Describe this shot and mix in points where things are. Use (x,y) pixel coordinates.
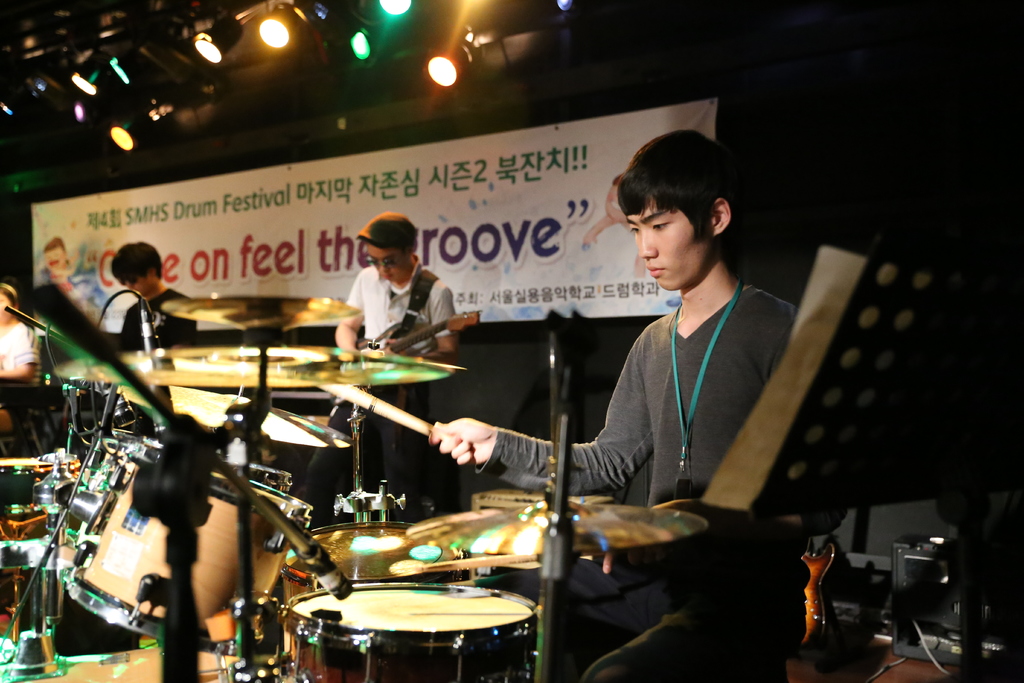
In this image we can see persons (704,389) standing at the musical instruments (253,567). In the center of the image (391,282) we can see person (381,299) holding guitar (429,337). In the background (26,280) we can see lights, wall (792,181) and advertisement (353,223).
